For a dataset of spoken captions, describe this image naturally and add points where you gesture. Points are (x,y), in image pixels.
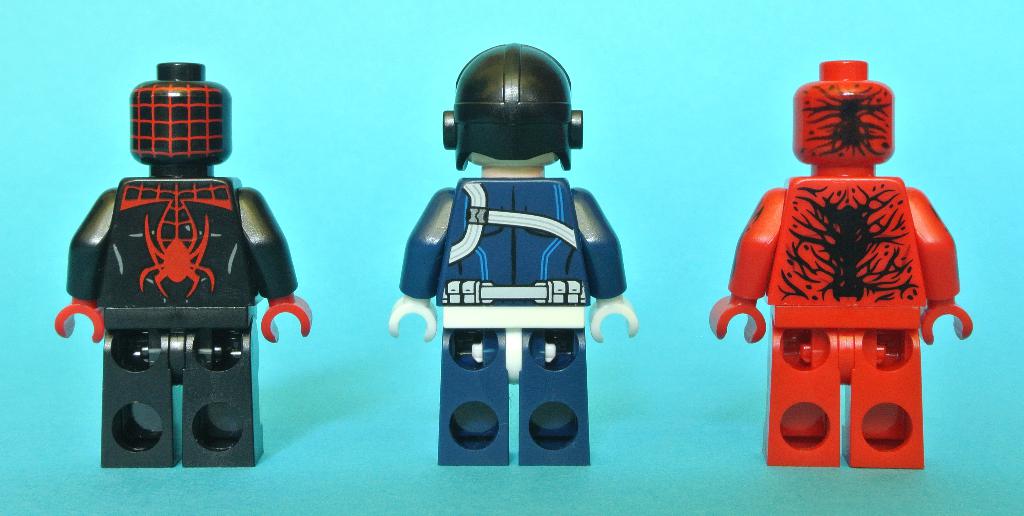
In this image we can see lego mans (585,332).
